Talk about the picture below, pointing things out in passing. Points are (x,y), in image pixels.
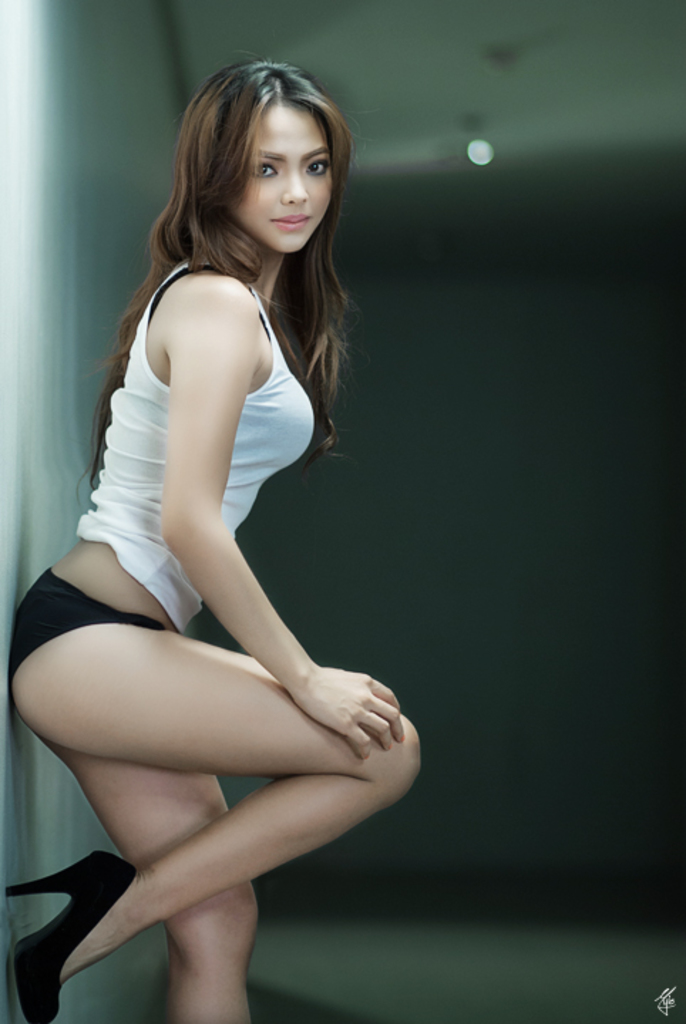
In the center of the image (236,588), we can see a lady (255,600) and in the background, there is light (481,143). At the bottom (663,996), there is some text (660,998).
